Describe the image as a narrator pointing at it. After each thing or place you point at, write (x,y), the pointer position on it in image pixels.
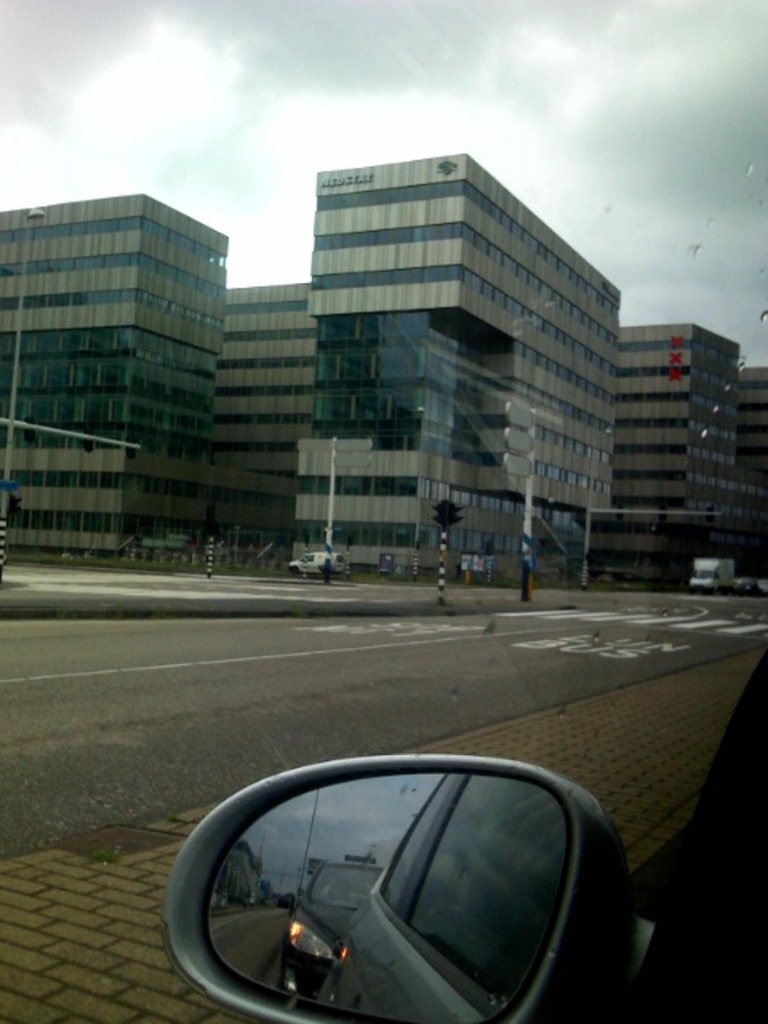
In the foreground of this image (418,818), there is a side mirror (476,912) of a vehicle (551,891). In the middle (504,676), there is a road (484,692). In the background (540,536), there are poles (439,564), few vehicles (718,586), buildings (338,379), sky (224,157) and the cloud (226,33).
